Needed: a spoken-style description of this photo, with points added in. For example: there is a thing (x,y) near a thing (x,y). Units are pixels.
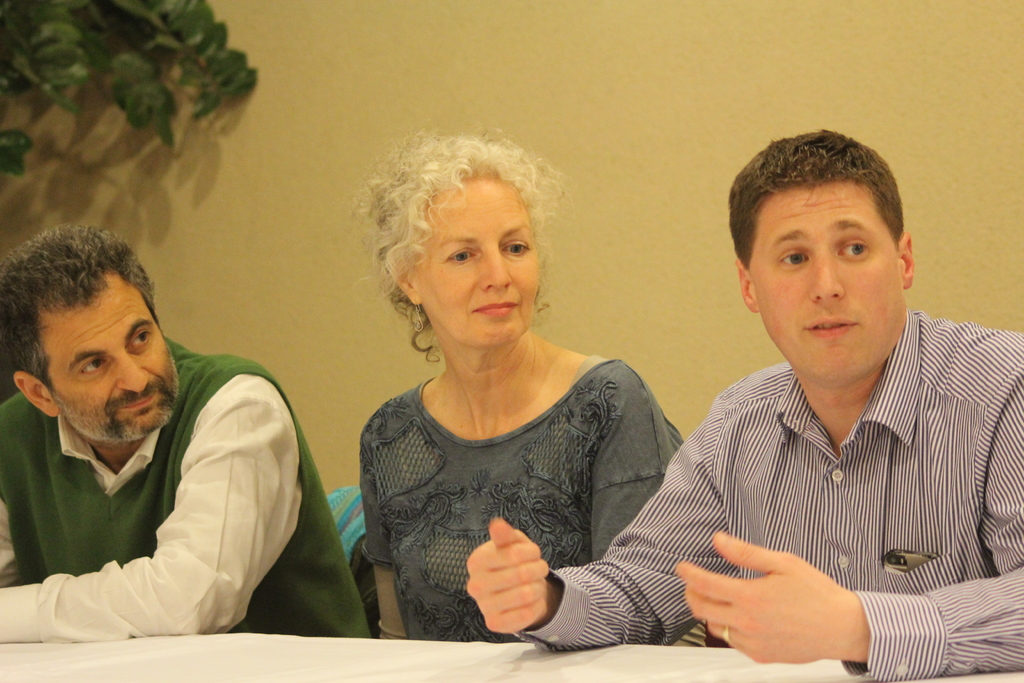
In this picture we can see people (647,517) are sitting and in-front of them there is a table (377,677). Background (345,279) there is a wall (356,256) and green leaves (134,46).
